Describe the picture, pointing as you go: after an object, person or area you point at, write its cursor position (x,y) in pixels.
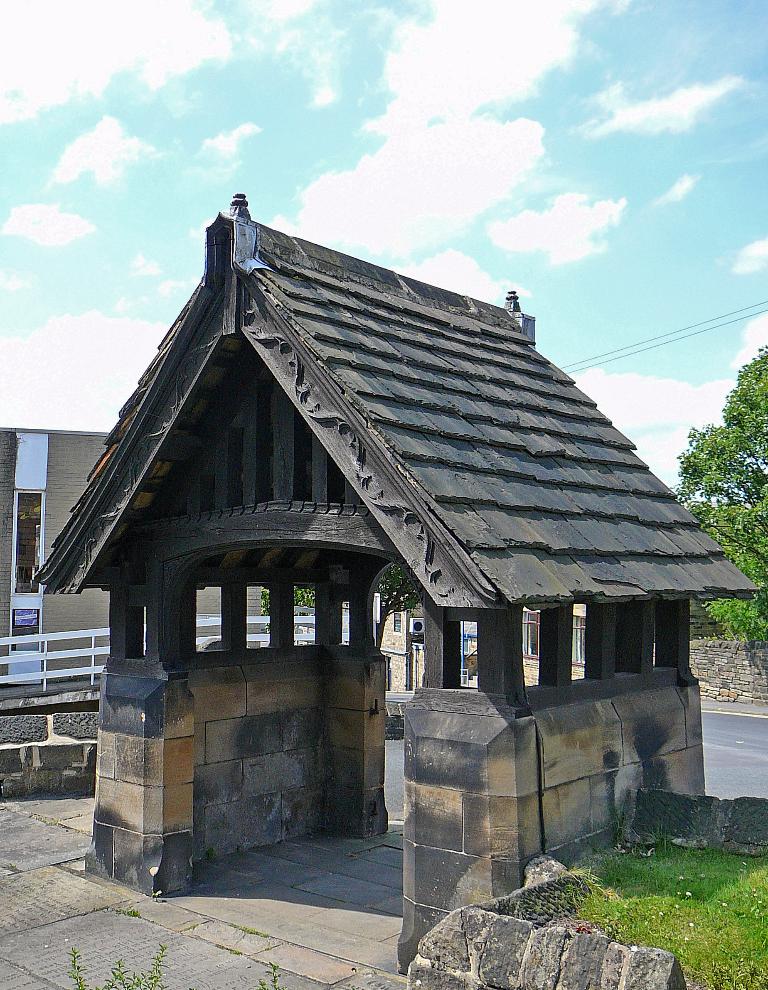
In this image we can see a shed (220,561) placed on the ground (175,932). In the background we can see a building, group of trees (722,509) and a cloudy sky (555,209).
